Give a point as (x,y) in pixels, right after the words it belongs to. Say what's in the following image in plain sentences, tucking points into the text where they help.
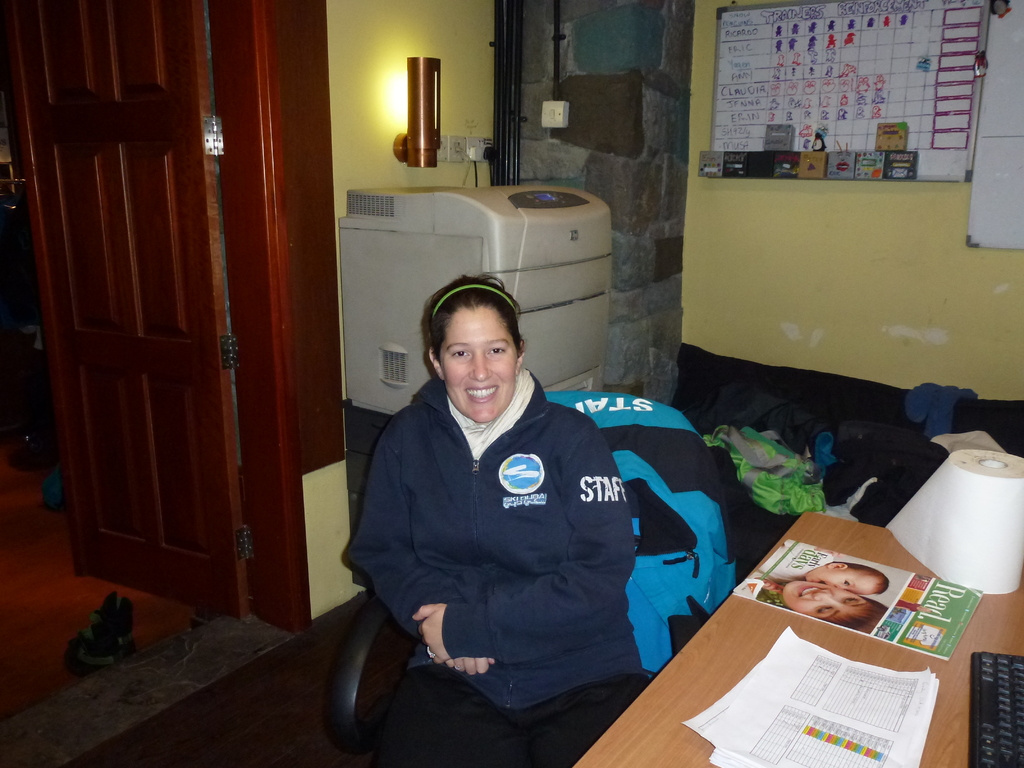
This is an image taken inside the room (250,589). In the middle of the image (454,451) there is a woman (492,619) wearing a jacket (440,567), sitting on a chair (364,648), smiling and giving pose for the picture. On the right side (764,627) there is a table (665,688) on which few papers (771,669), a tissue paper bundle (948,531) and a keyboard (1009,714) are placed. In the background (839,489) there are few clothes (780,448) on a couch (776,389). On the left side (212,415) there is a door (156,317) to the wall (340,111). Behind this woman (446,338) there is a machine tool (378,319) which is placed on the ground (303,673). In the top right (884,93) there are two boards (906,117) attached to the wall (837,269).
